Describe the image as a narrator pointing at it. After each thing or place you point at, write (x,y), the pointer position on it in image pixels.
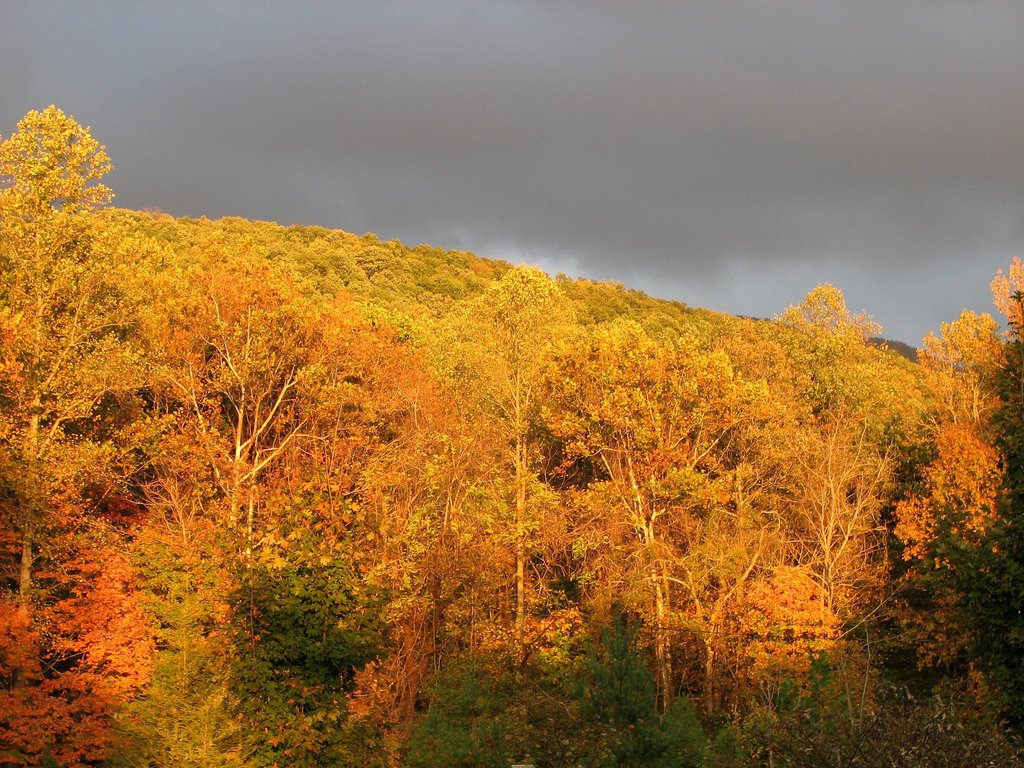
In this picture we can see few trees (684,410) and clouds (612,245).
